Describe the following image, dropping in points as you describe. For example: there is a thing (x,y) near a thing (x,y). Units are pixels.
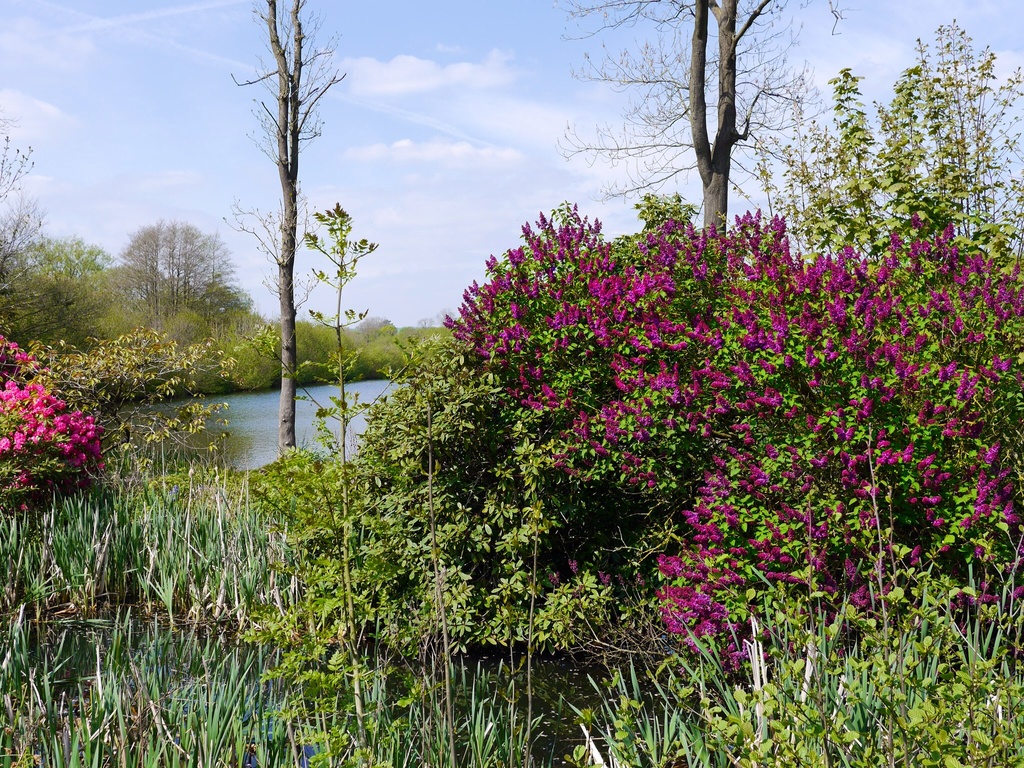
In this image there is grass (497,715), plants (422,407) with flowers (6,387), water (252,442), trees (703,22), and in the background (582,82) there is sky (440,161).
